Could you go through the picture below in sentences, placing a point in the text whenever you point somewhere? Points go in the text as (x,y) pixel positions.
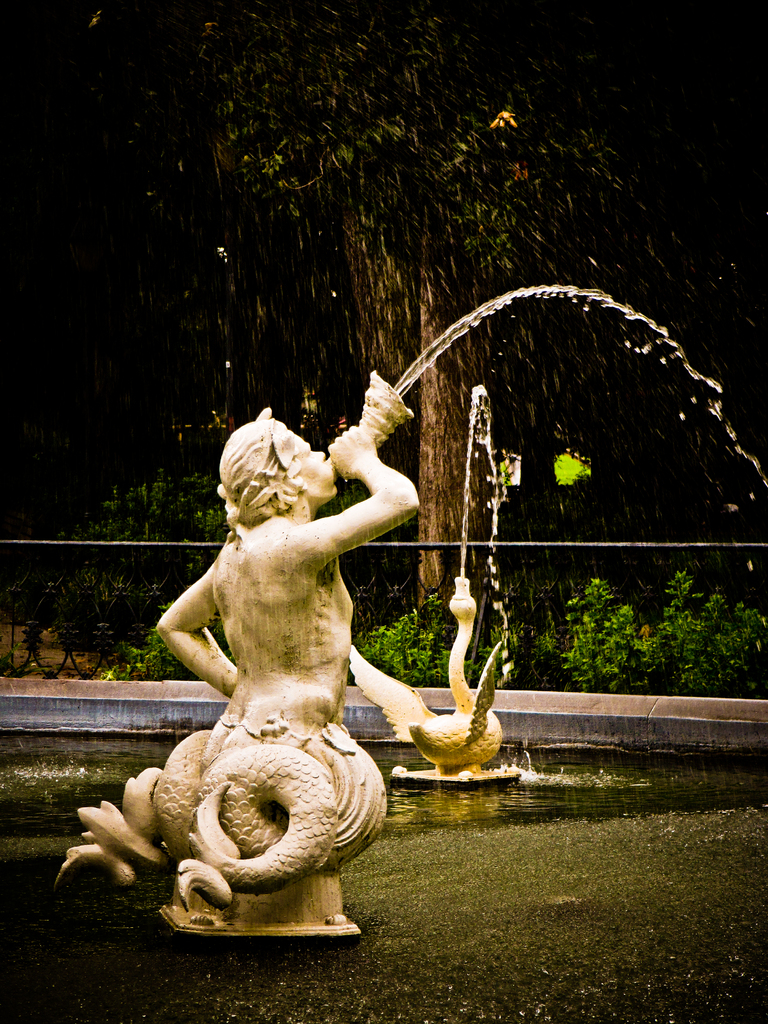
In this image I can see a statue (120,823) in white color. Background (451,292) I can see few trees (435,466) in green color and a fountain (453,808).
